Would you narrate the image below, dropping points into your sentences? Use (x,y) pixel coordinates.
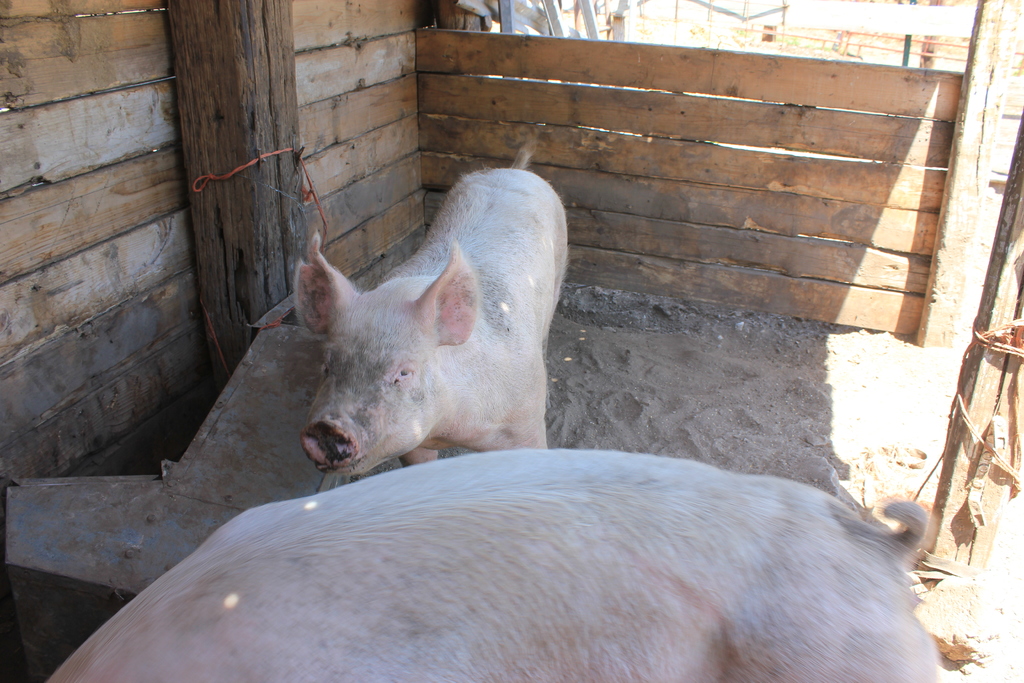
Here we can see two pigs (412,552), wooden walls (643,220) and poles (283,285). Here there is a box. Right side of the image (964,413), we can see ropes (993,341).
